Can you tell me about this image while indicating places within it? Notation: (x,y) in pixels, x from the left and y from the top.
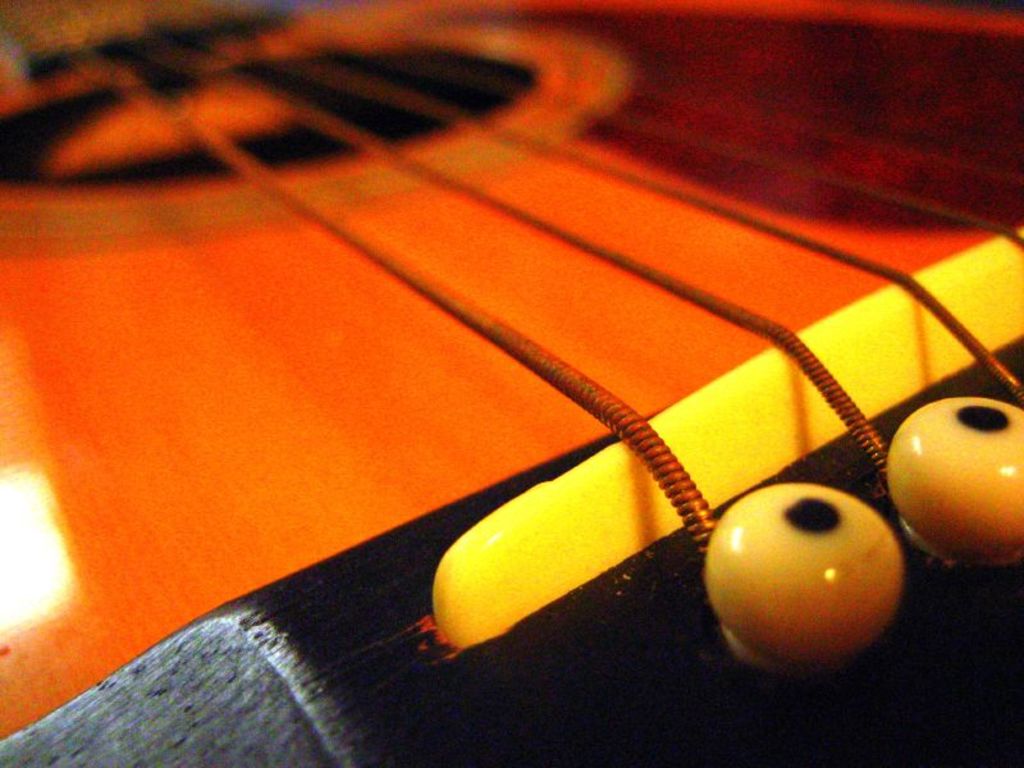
This is the picture where we have the strings (543,363) of the guitar (445,422).
